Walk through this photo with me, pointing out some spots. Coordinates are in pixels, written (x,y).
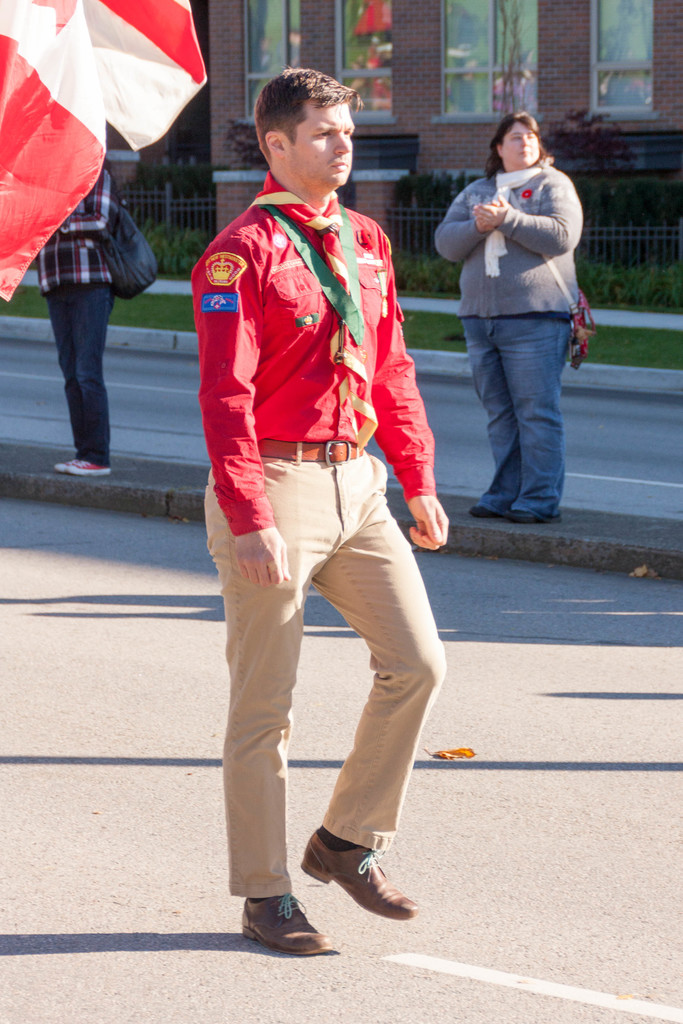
The man (357,264) in the middle of the picture (315,497) is walking on the road (423,934). Behind him, we see two people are standing on the footpath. In the left top of the picture (164,13), we see a sheet (14,181) in white and red color. In the background (467,90), we see plants (417,291), grass (443,344), railing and a building (401,161). It is a sunny day.
